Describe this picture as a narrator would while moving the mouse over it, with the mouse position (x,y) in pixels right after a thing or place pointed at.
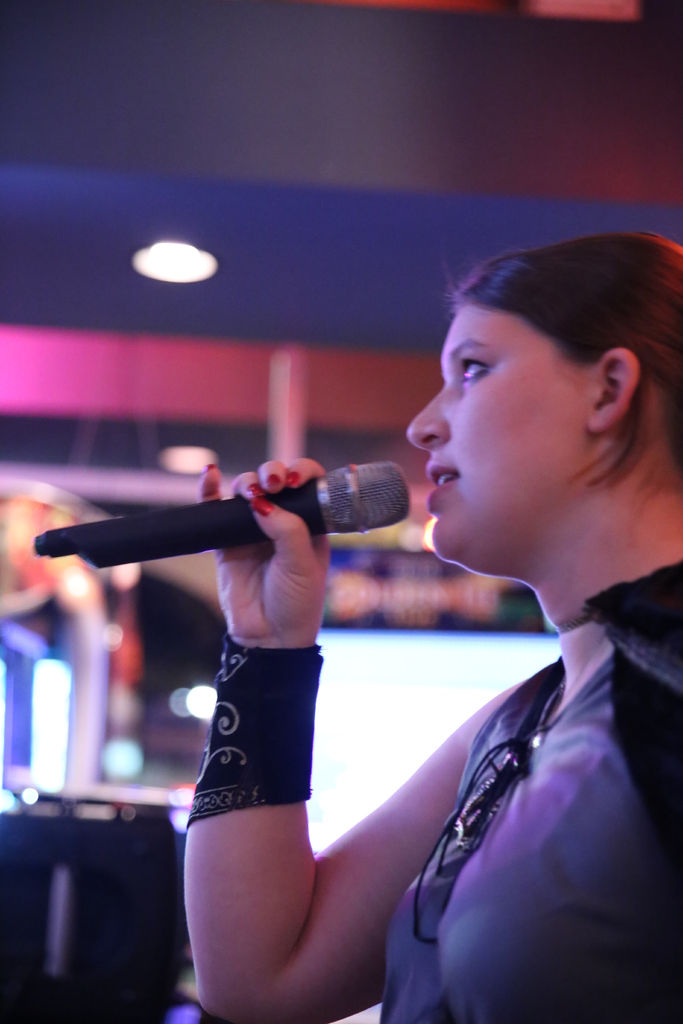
As we can see in the image there is a woman (481,906) holding mike (372,518) in her hand (205,476).
